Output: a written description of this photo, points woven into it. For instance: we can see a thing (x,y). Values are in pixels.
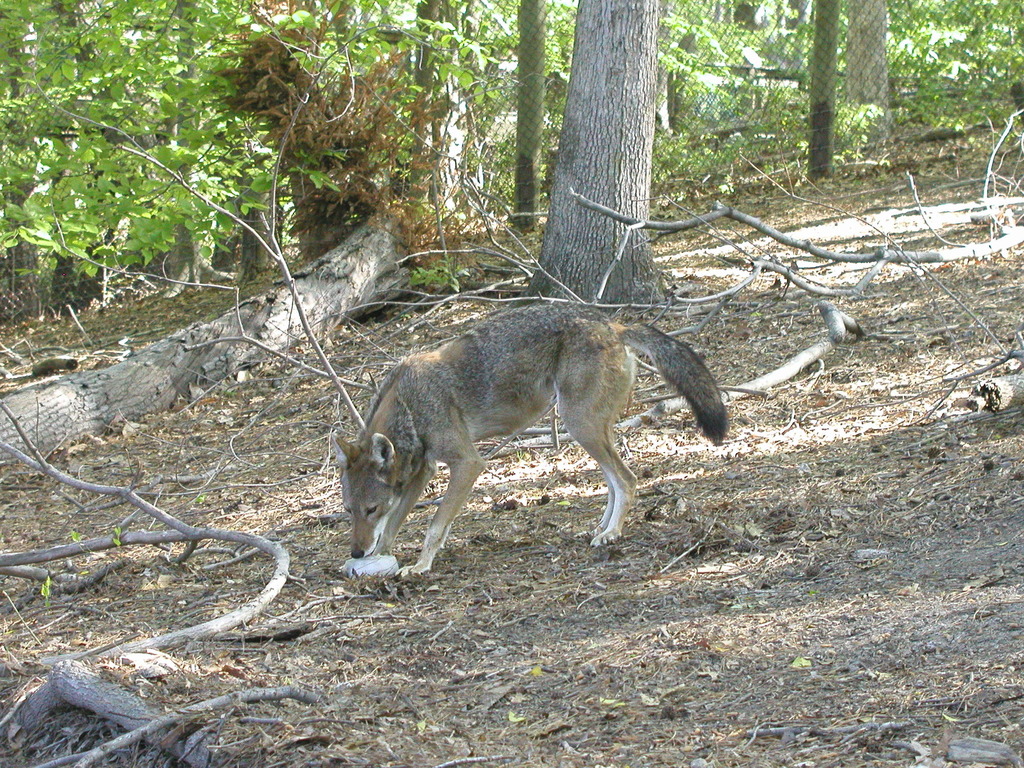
In this image we can see an animal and there are some tree branches (268,595) on the ground (255,634) and in the background (554,221), we can see some trees (517,64) and there is a fence (976,76).
